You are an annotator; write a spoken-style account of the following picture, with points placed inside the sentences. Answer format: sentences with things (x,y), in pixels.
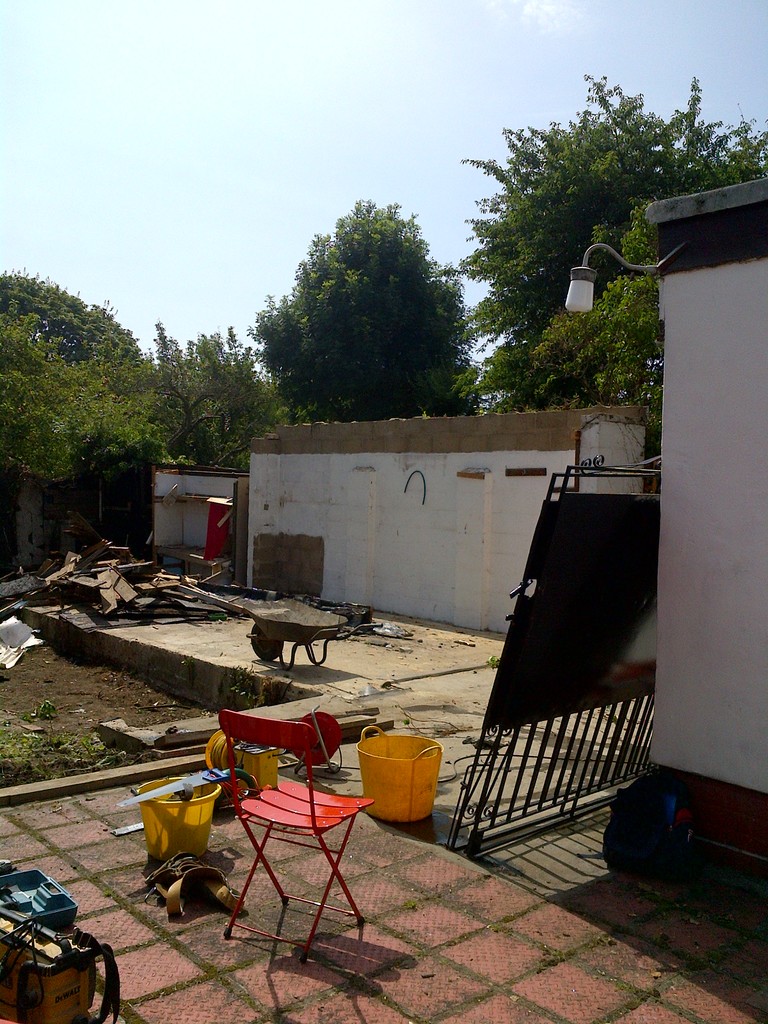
In this image I can see the wall (371,480) and in front of the wall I can see wooden objects (125,576) kept on the floor (230,663) and I can see a chair (311,811) and yellow color buckets (421,754) and iron door (547,591) and box (29,906) kept on floor (584,978) at the bottom (303,817), at the top (518,257) I can see the sky (628,53) and trees (594,319).
